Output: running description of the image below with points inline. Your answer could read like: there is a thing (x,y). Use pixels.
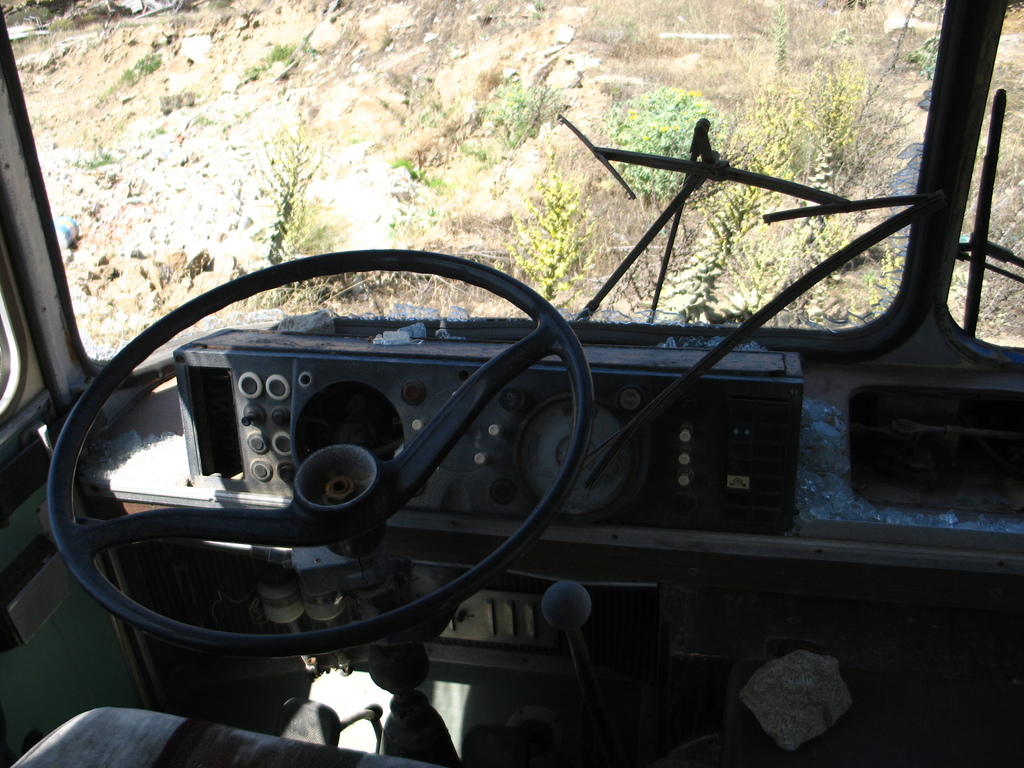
This picture is clicked inside the vehicle (467,494). In this picture, we see a steering wheel (349,533), dashboard (523,419) and a seat (122,752). In front of that, we see wipers (878,222) and a front glass (468,191) from which we can see trees (551,221) and rocks (191,101).
